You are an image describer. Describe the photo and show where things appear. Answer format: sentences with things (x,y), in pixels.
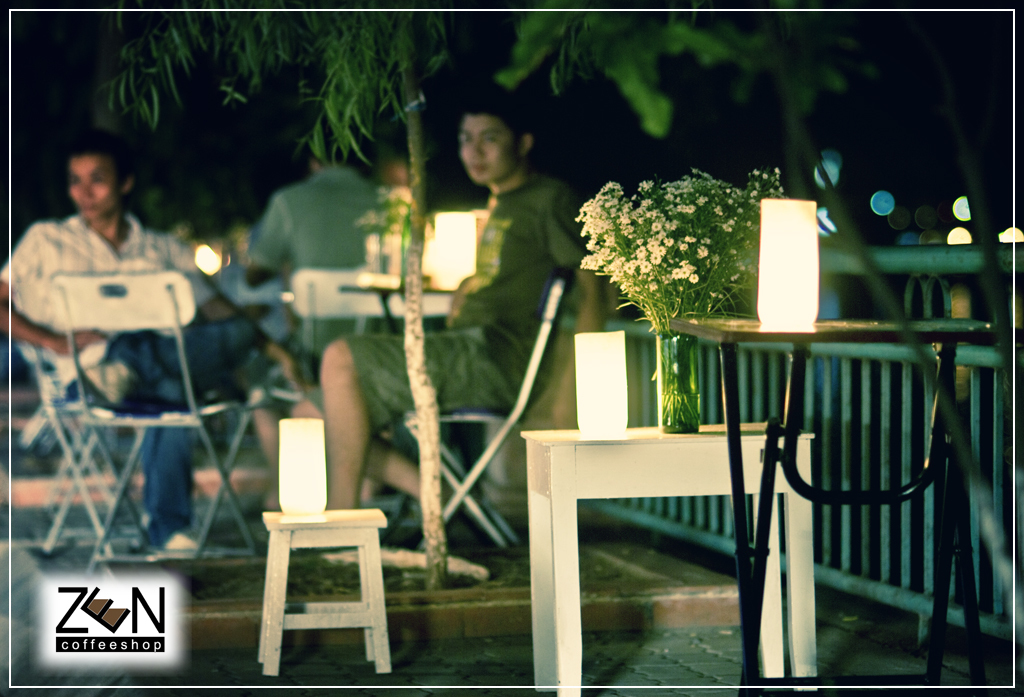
In this image I can see few people (64,259) are sitting on chair (359,298). Here on this table (551,439) I can see few lights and a plant (590,265). I can also see few trees (827,73).
